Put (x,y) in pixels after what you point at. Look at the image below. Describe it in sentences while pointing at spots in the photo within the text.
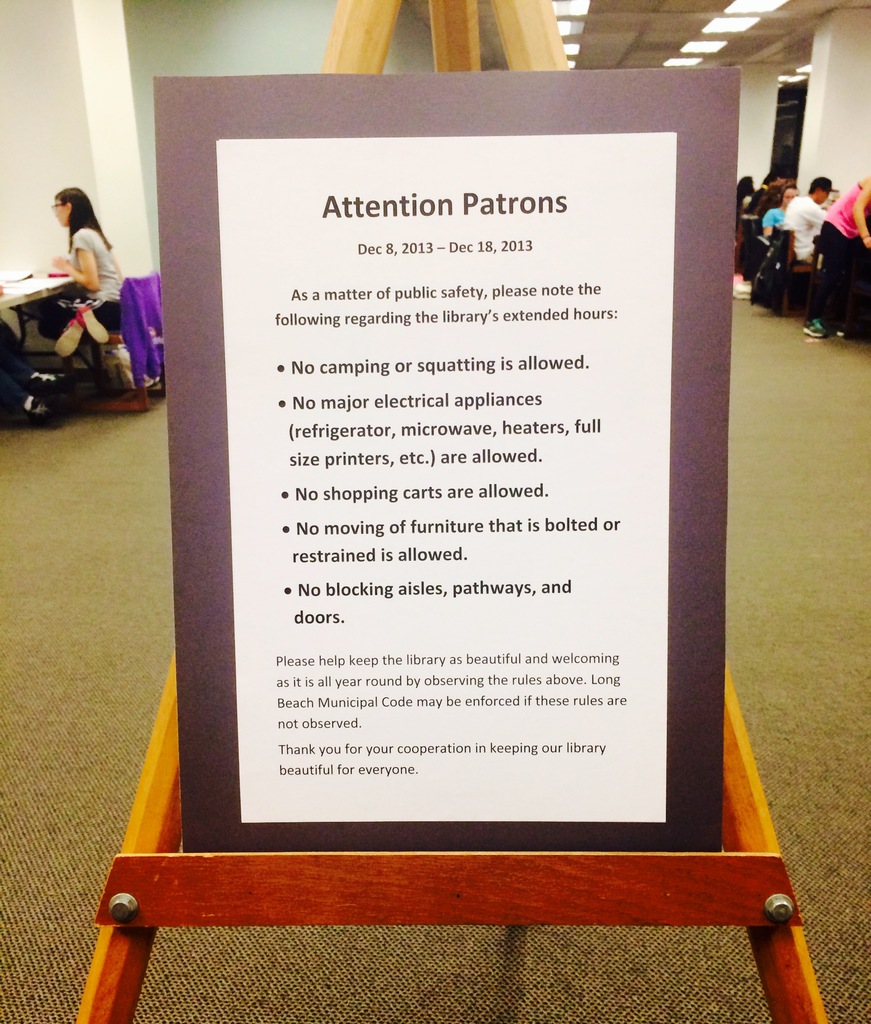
In this image I can see board (603,476) and something is written on it. Back I can see few people (800,237) are sitting on the chair (807,263). We can see some objects (28,278) on the table (43,287). The wall (89,70) is in white color.
